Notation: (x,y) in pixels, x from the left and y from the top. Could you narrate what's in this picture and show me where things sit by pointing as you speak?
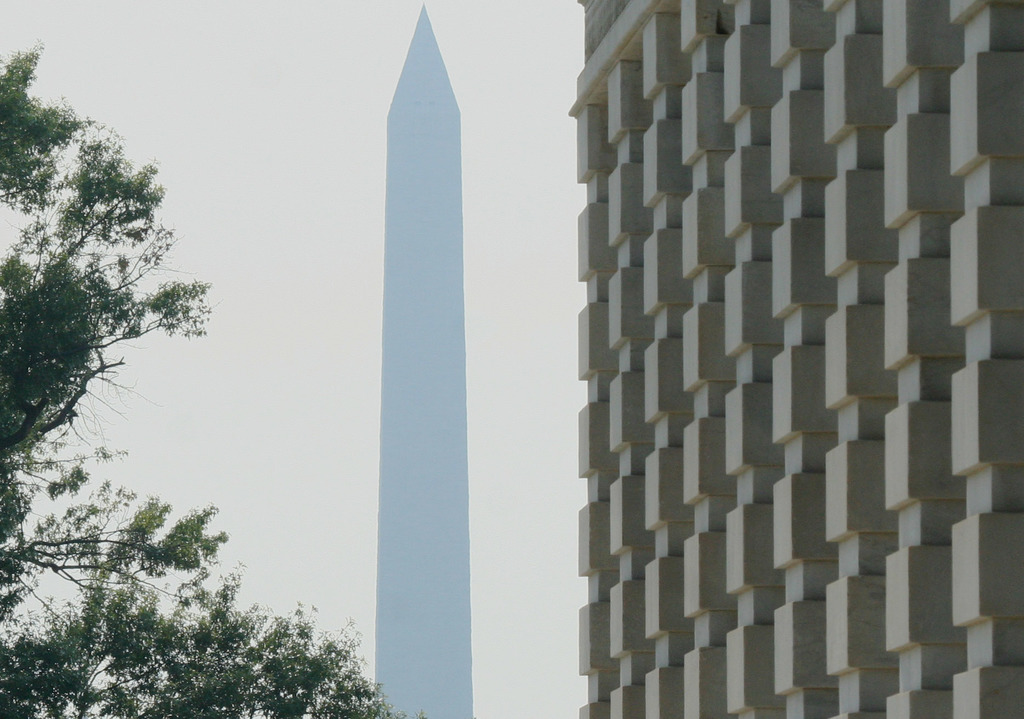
In this picture we can see a building (762,553), tower (436,99), and trees (63,134). In the background (237,317) there is sky (510,540).
